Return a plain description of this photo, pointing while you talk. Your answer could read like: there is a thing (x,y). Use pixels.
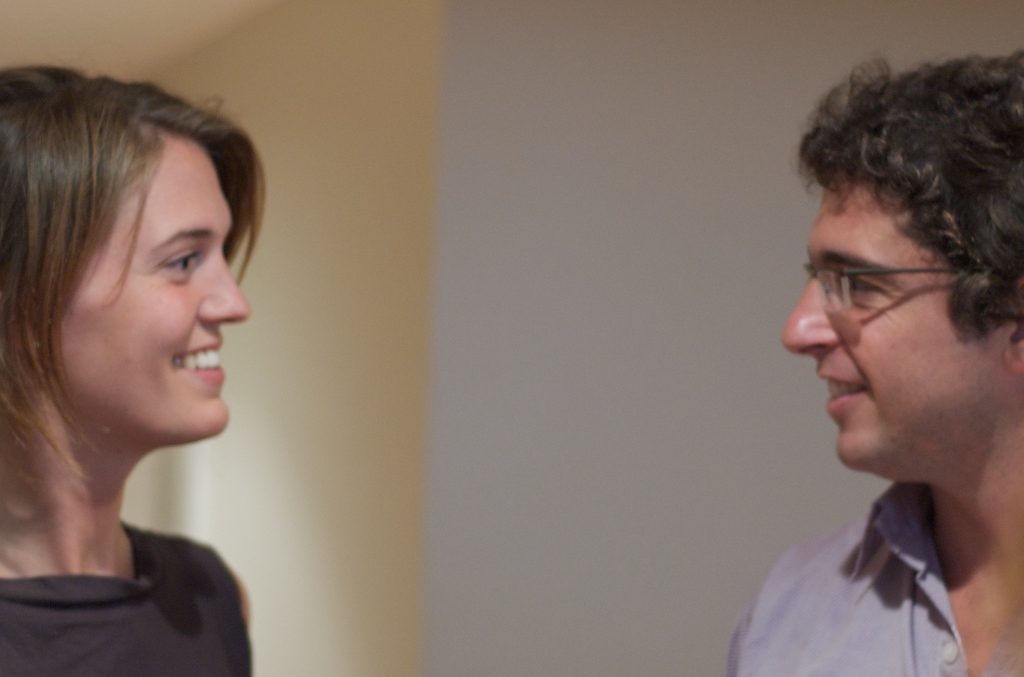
In this image I can see a man (899,315) and a woman (139,433) are looking at each other and smiling. In the background (615,289), I can see a wall (488,315).
